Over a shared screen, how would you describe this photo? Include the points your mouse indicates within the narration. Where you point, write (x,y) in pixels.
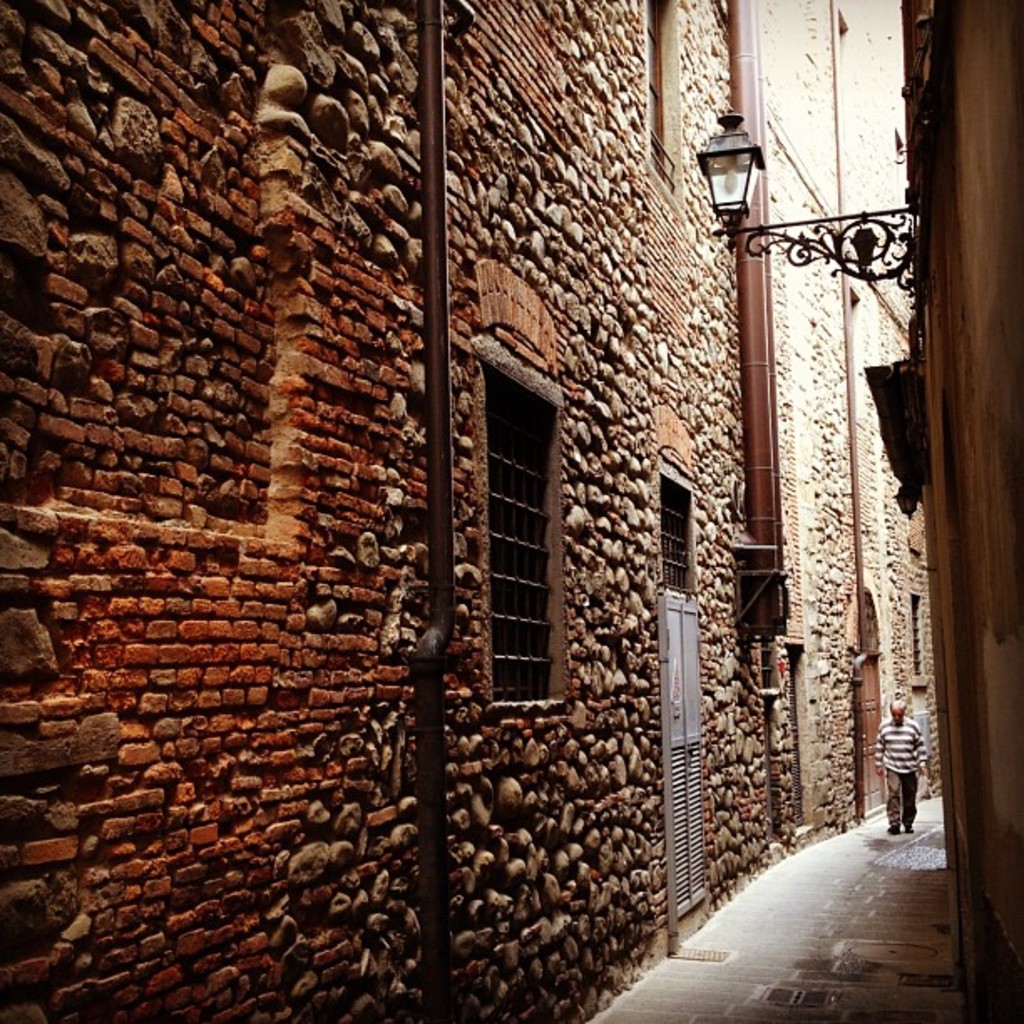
In this image I can see a building wall (520,824), pipes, windows (545,636), doors (677,686), lamp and a person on the road (841,886). This image is taken during a day.
